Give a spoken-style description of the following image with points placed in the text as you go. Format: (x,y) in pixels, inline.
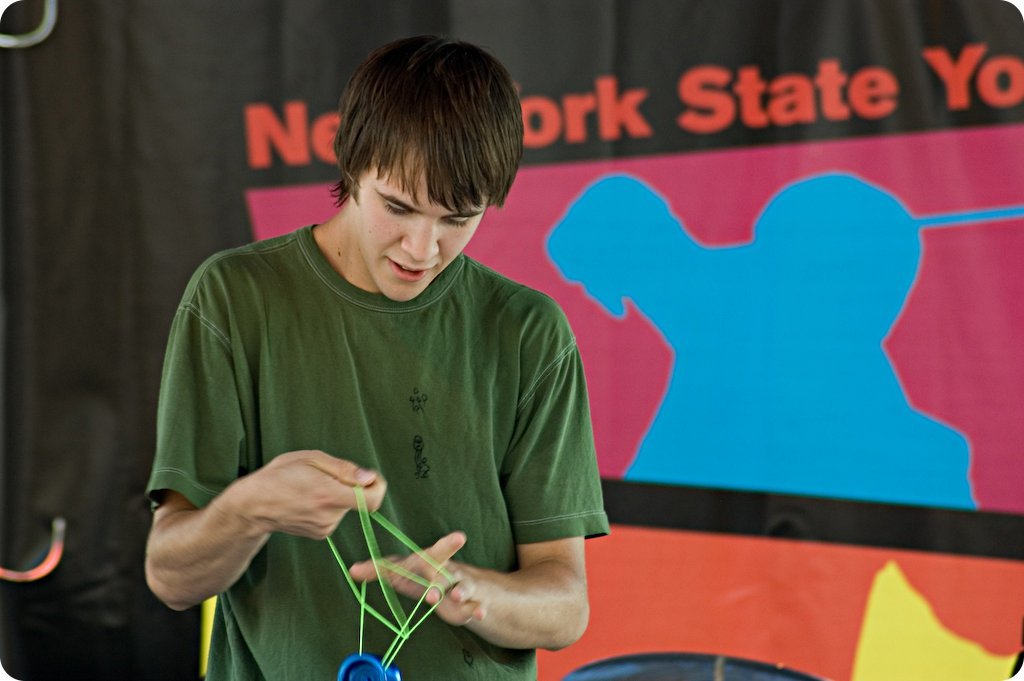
In this image in the front (376,453) there is a man (402,508) standing and holding an object (362,667) which is green and blue in colour. In the background (199,136) there is a banner (238,155) with some text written on it.
